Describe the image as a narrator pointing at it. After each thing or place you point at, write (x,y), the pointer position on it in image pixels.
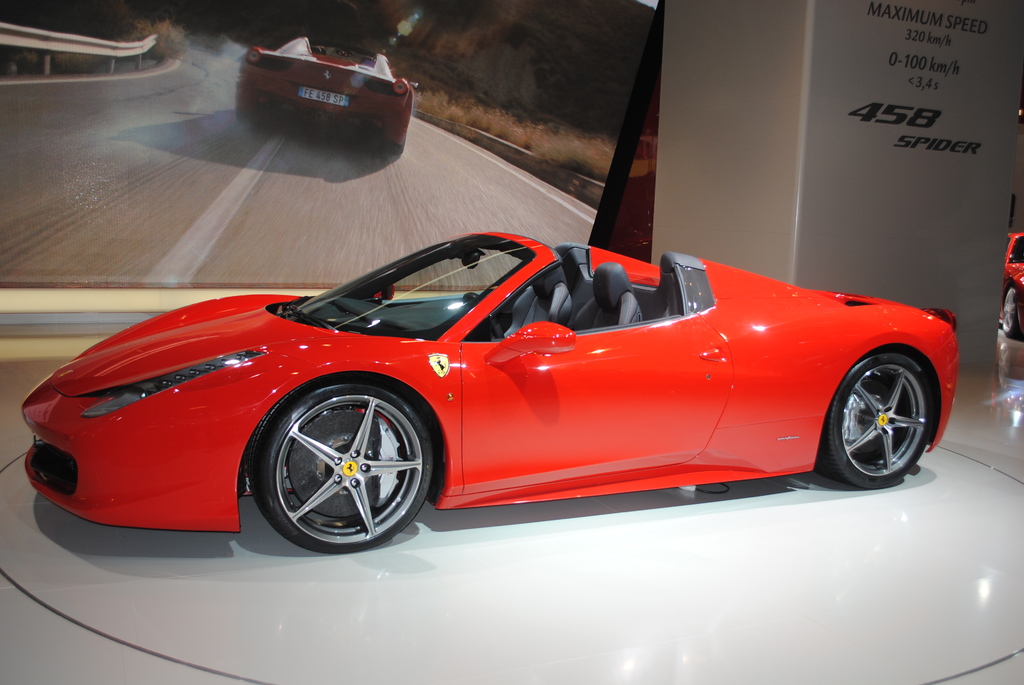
In this image there is a car (739,455) on the floor (818,598). Right side (1009,294) there is a vehicle (1013,337) on the floor (986,367). Beside there is a board (884,174) having some text (923,117). Left side (304,221) there is a screen (327,145). A car (399,133) on the road (181,189) is displayed on the screen (362,185). Background (781,212) there is a wall (617,178).
